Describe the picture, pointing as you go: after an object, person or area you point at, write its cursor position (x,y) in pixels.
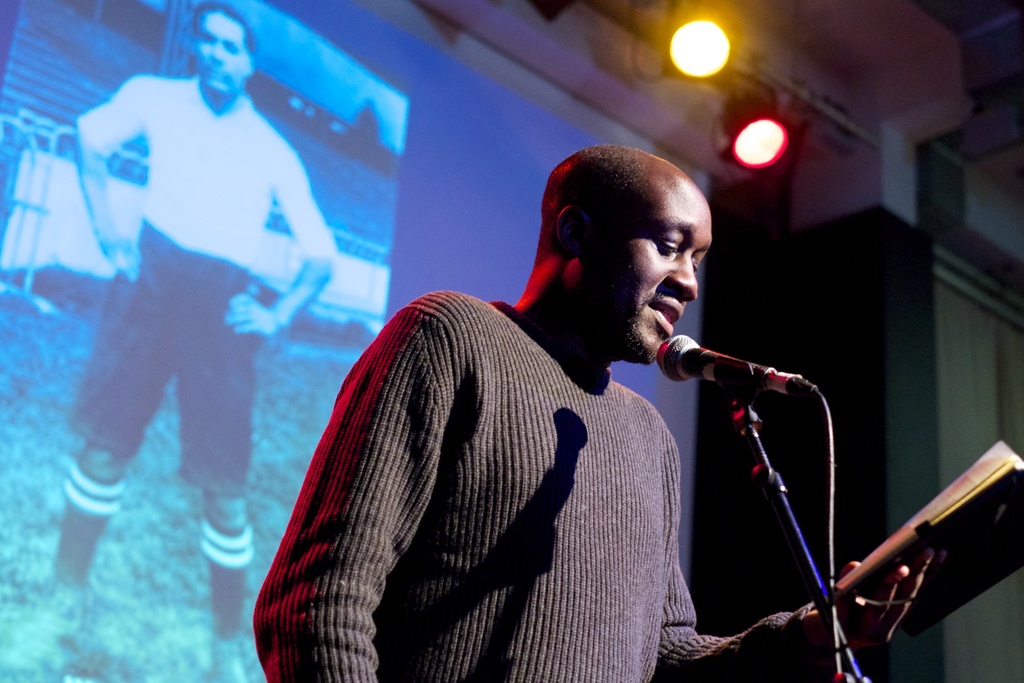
In this image I can see the person (369,680) is standing and holding something. I can see the mic (690,351), stand (850,666), lights (766,114) and the screen (246,372).
